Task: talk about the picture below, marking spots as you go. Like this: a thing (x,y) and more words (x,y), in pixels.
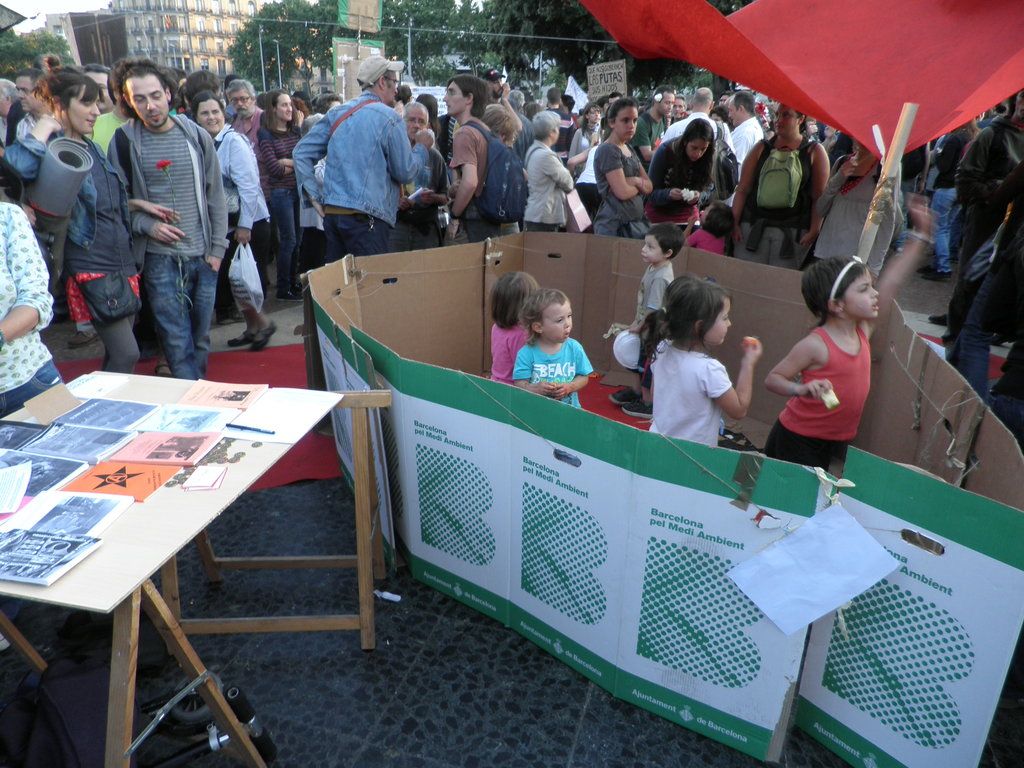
This picture shows a group of people (524,164) standing and we see a table (136,532) and we see some papers (204,395) on it and we see few kids (666,299) standing and we see buildings (230,8) and trees (453,40) around.
